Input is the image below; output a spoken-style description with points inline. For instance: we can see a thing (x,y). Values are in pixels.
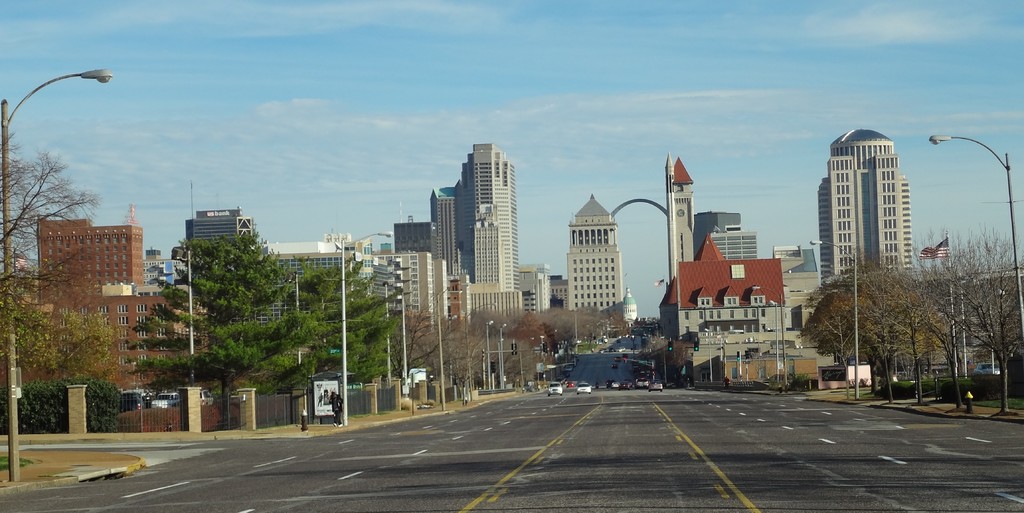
In the foreground of the picture (543,420) I can see the cars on the road (620,352). I can see the light poles (389,361) on both sides of the road (538,404). There are trees (305,323) on the left side (329,327) and the right side (964,296) as well. In the background (122,295), I can see the tower buildings (466,216). There are clouds (740,124) in the sky (619,112).
